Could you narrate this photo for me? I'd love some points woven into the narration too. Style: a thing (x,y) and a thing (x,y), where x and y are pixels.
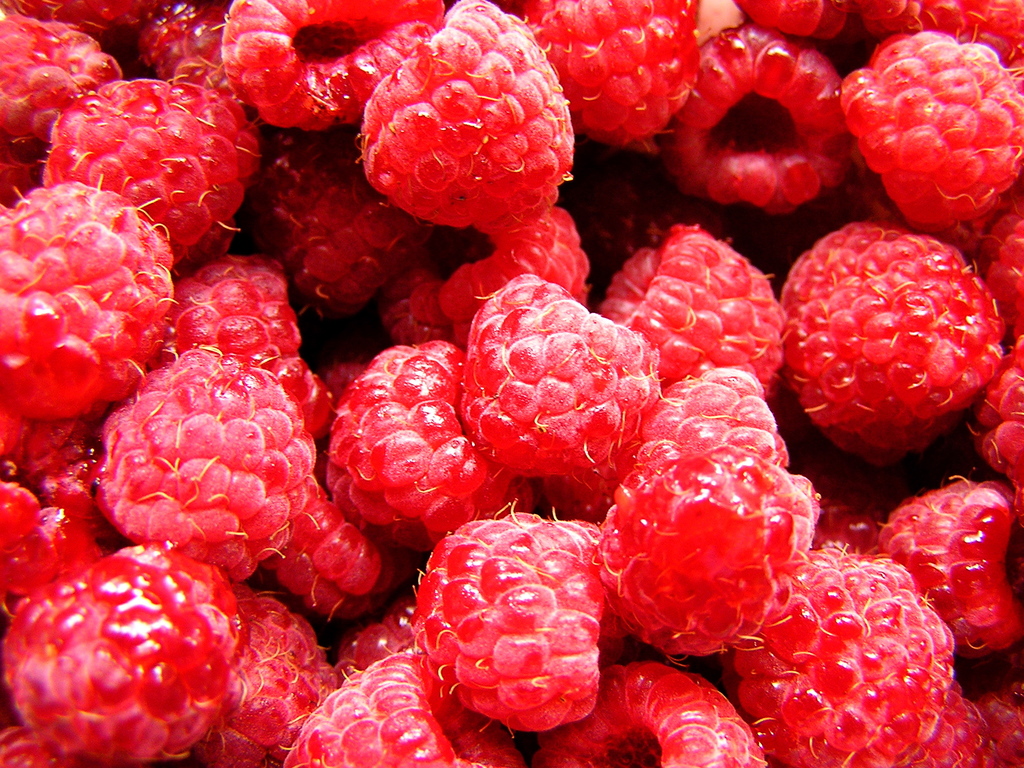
In this image there are raspberries (499,192).
